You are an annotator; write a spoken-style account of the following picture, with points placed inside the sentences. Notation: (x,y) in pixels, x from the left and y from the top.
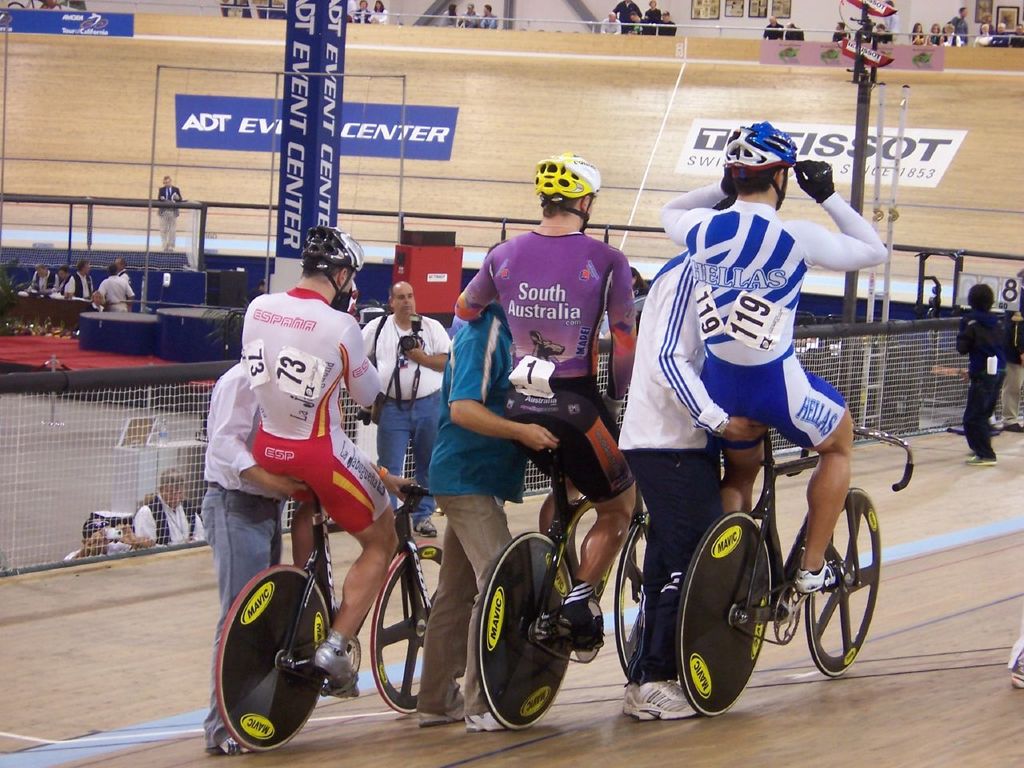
In the picture I can see people (529,416) among them some are standing and some are sitting. The people (295,318) in the front (378,500) are sitting on bicycles (517,556) and wearing helmets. In the background (330,184) I can see fence (347,415), poles (323,186) and some other objects (279,211).
